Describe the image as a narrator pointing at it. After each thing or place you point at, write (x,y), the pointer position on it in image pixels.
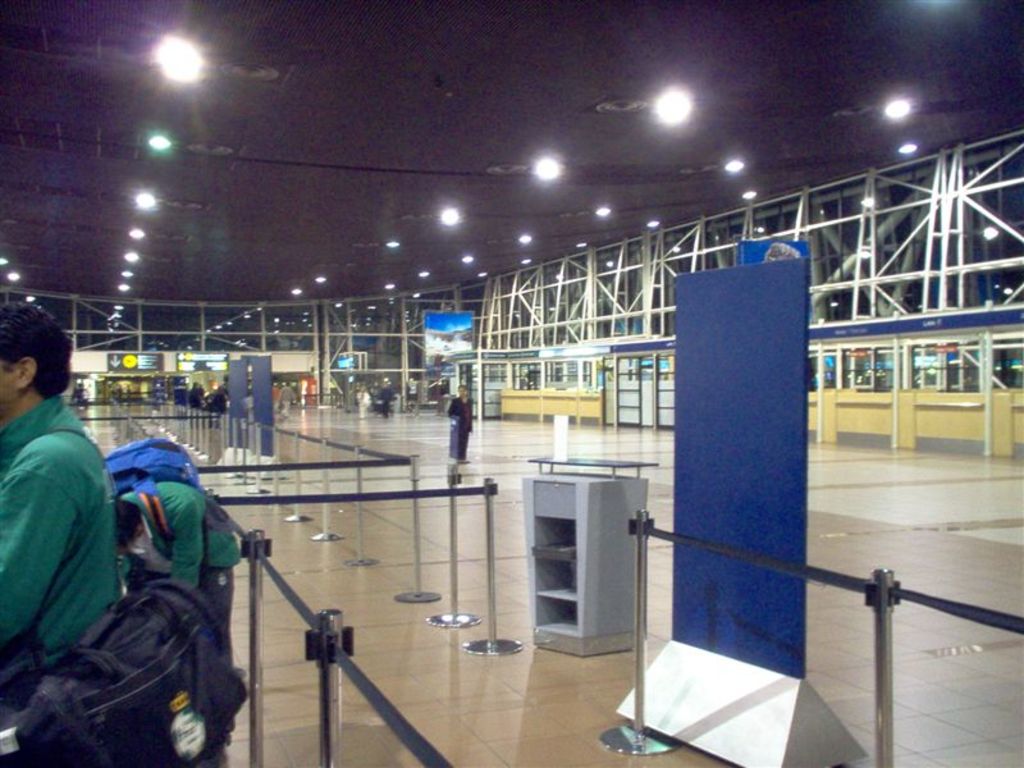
On the left (71,605) we can see two persons (83,561) are standing on the floor (399,747) and carrying bags (128,596) on their shoulder (194,511) and we can see fence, poles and boards (261,430). In the background (215,401) there are poles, counters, few persons (215,401) are standing on the floor (131,420), name boards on the wall (77,364) and lights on the ceiling (310,251) and other objects (936,200).
